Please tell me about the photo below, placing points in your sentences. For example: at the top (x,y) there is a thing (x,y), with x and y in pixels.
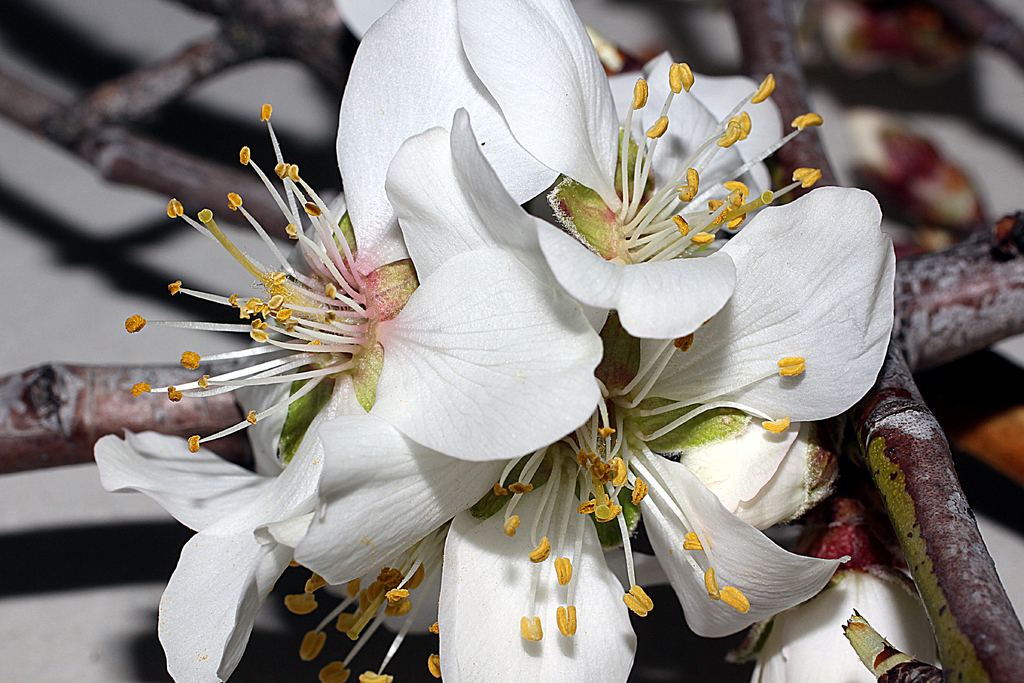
In this image we can see the white colored flowers (495,459).
